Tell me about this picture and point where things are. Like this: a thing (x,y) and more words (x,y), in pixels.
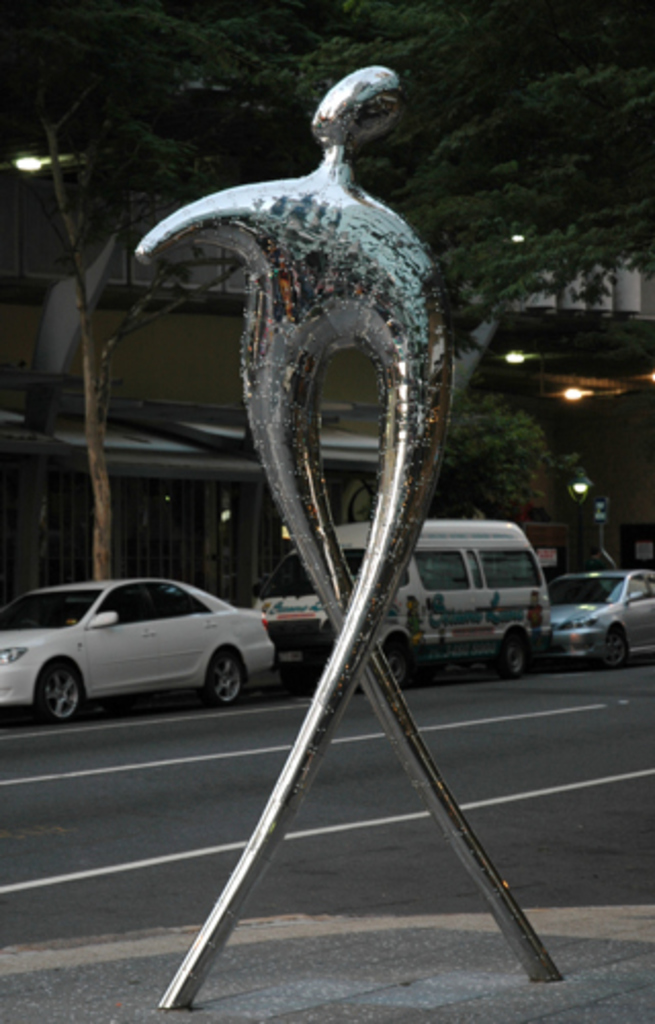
In this image there is an iconic model (376,266) on the road (414,889), beside the road (99,742) there are few vehicles (278,629) parked and there are trees (512,451) and houses (137,500).
